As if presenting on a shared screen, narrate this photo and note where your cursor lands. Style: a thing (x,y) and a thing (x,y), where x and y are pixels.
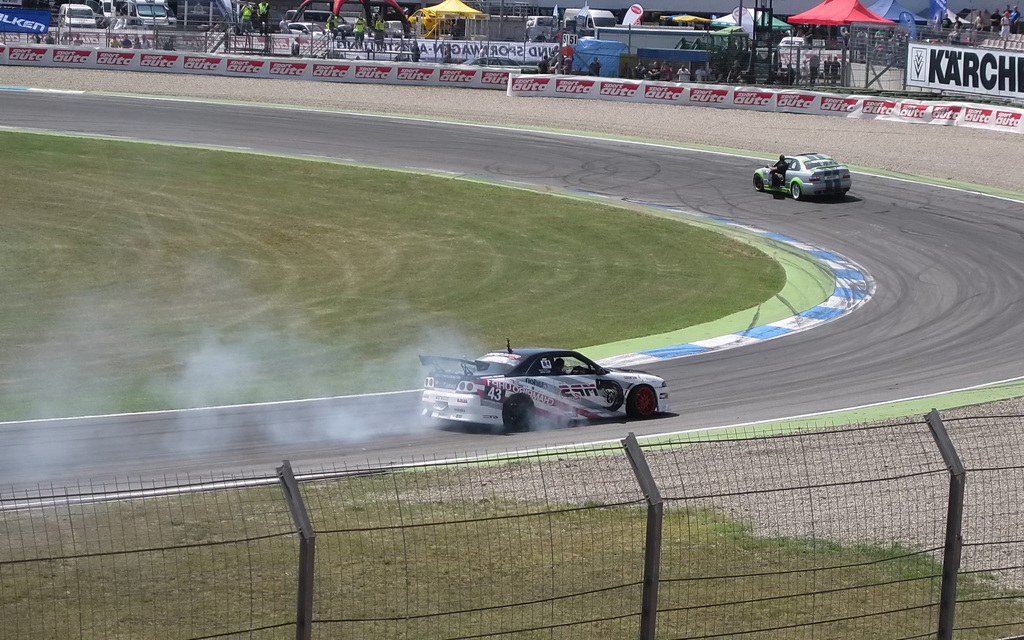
In this image I can see few vehicles (657,404). In front (645,395) the vehicle (646,410) is in white and black color and I can also see the person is sitting in the vehicle (589,384). In the background (619,87) I can see few boards (616,91), tents (813,12) and the railing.
